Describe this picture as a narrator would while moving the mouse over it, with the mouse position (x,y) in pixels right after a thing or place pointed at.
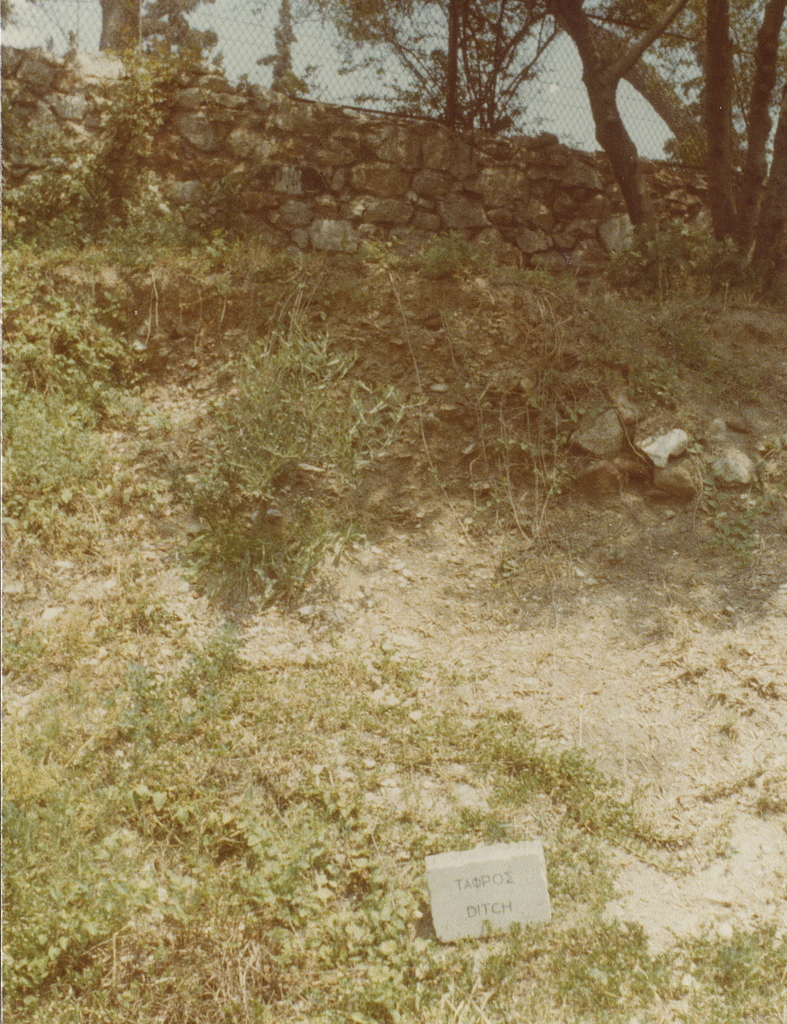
In the picture, there is some grass (56,707) and bushes (111,211) and in front of that there is a rock wall (191,142) and beside the rock wall (662,182) there is a tree (636,172) and above the wall (279,108) there is a mesh (652,127).
